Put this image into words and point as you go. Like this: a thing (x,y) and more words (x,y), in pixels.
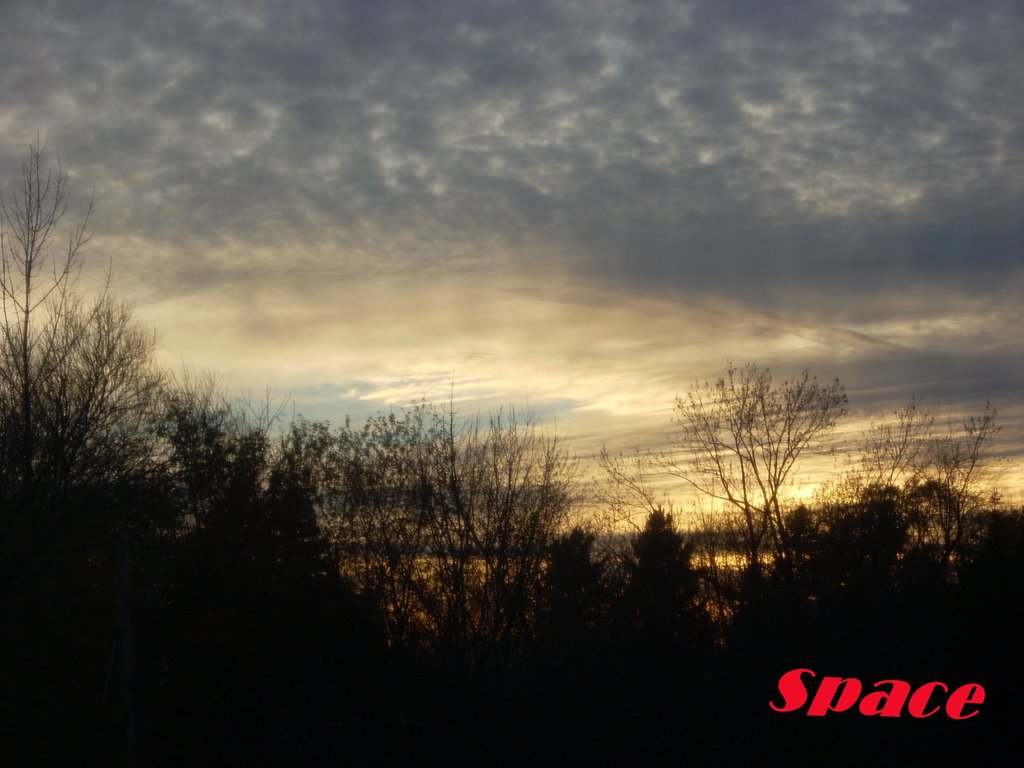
In this image in front (890,574) there are trees (571,534) and in the background of the image (583,206) there is sky (638,205). There is some text (845,678) written at the bottom of the image (917,701).
